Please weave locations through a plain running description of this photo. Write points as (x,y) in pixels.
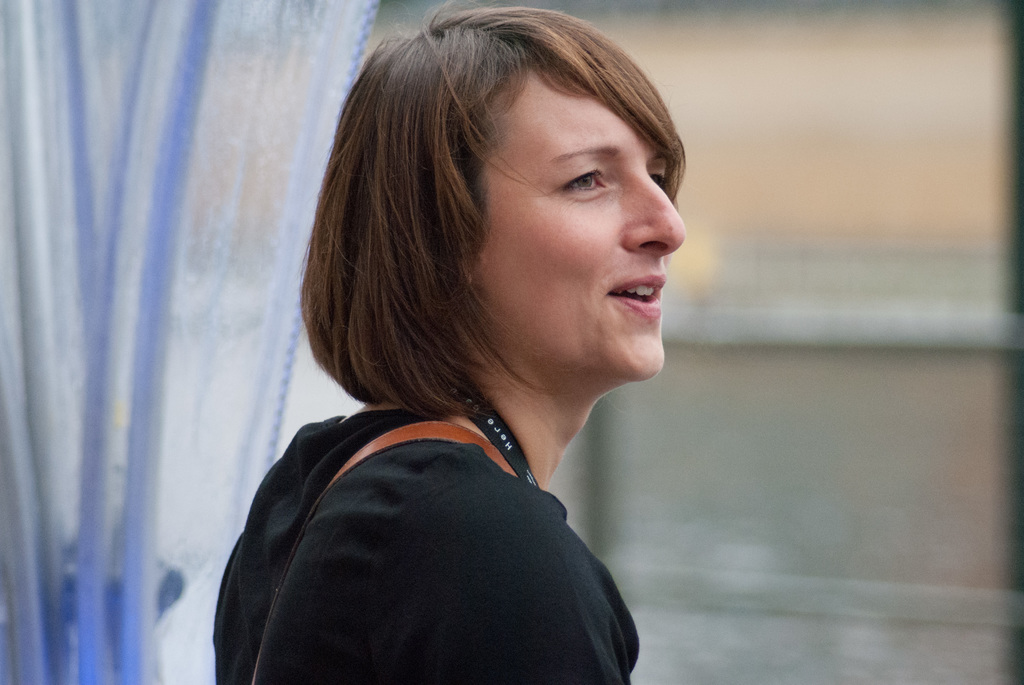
This is a picture of a woman (575,197) smiling, and in the background (105,597) there is a curtain (100,580) and window (953,413).
